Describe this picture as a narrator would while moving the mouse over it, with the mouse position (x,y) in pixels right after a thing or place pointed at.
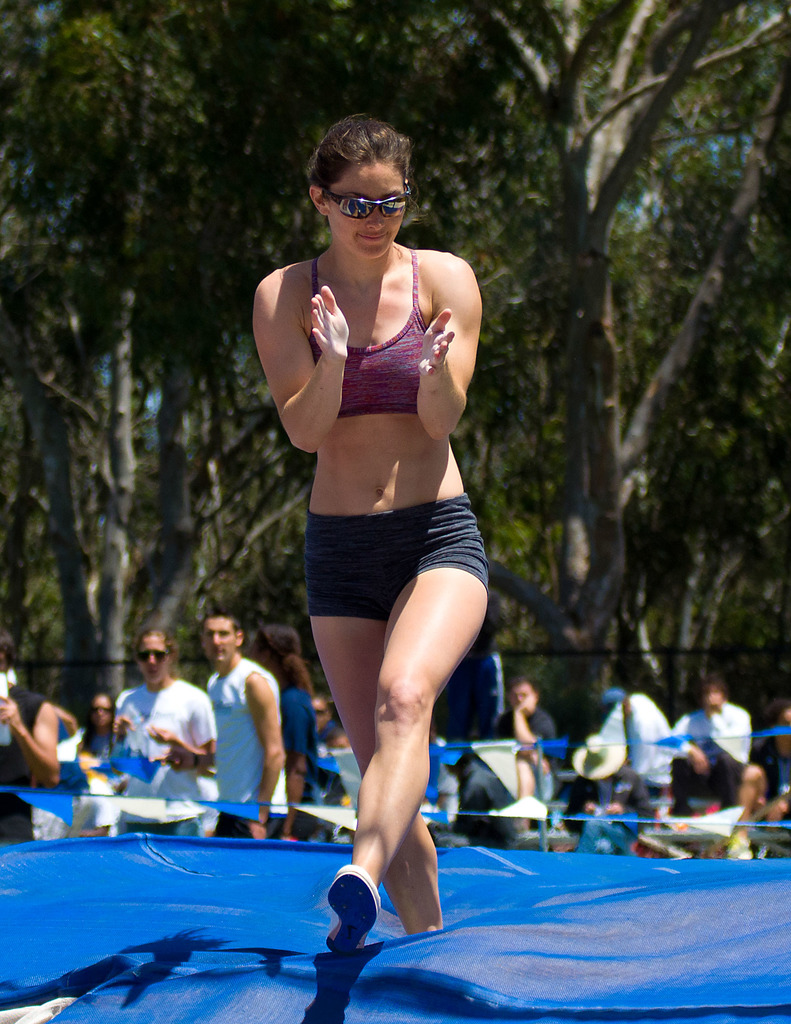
In the image there is a woman (421,926) clapping and moving on a blue surface (293,879), behind the woman (331,885) there are few other people (513,711) and in the background (282,513) there are tall trees (508,319).
